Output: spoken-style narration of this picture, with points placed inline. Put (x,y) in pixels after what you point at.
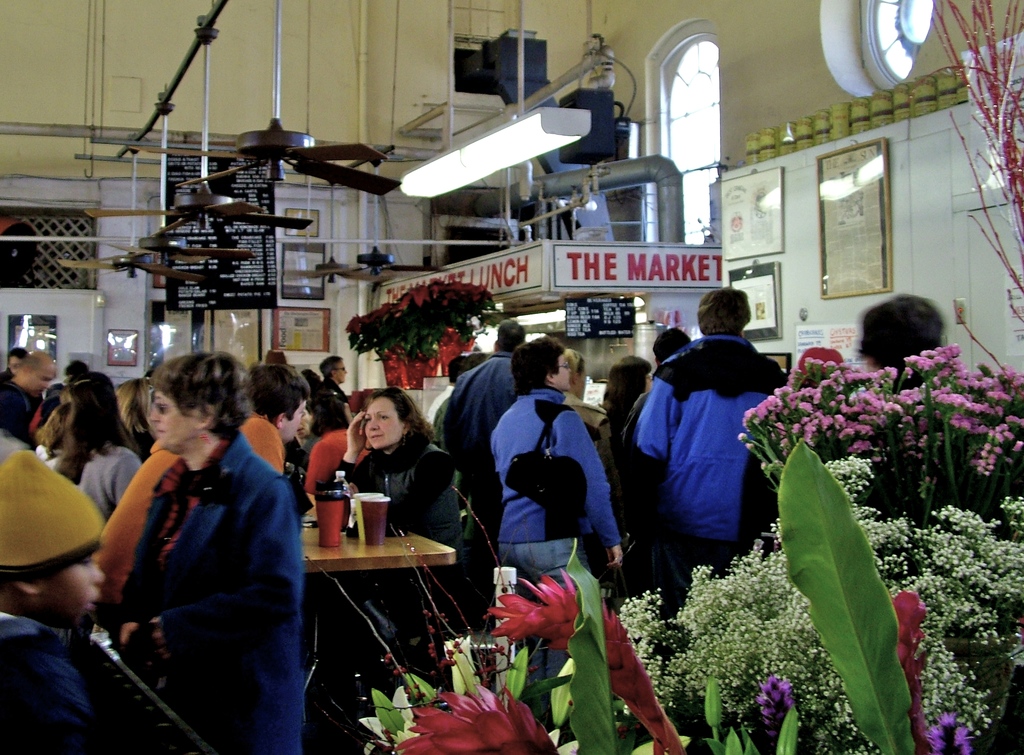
In this image there are group of persons (516,413) standing, there are persons (407,457) sitting, there are persons (24,507) truncated towards the left of the image (48,515), there are flowers (520,710) truncated towards the bottom of the image (533,721), there are plants (965,527) truncated towards the right of the image (940,436), there is a table (386,562), there are objects (342,528) on the table (340,550), there are fans (254,217), there are lights (485,160), there are boards (584,308), there is text (573,273) on the boards (407,291), there are photo frames (287,319), there is wall (180,27) truncated towards the top of the image (313,38), there is wall (66,60) truncated towards the left of the image (65,195), there are objects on the wall (809,208), there is wall (723,70) truncated towards the right of the image (944,118).
